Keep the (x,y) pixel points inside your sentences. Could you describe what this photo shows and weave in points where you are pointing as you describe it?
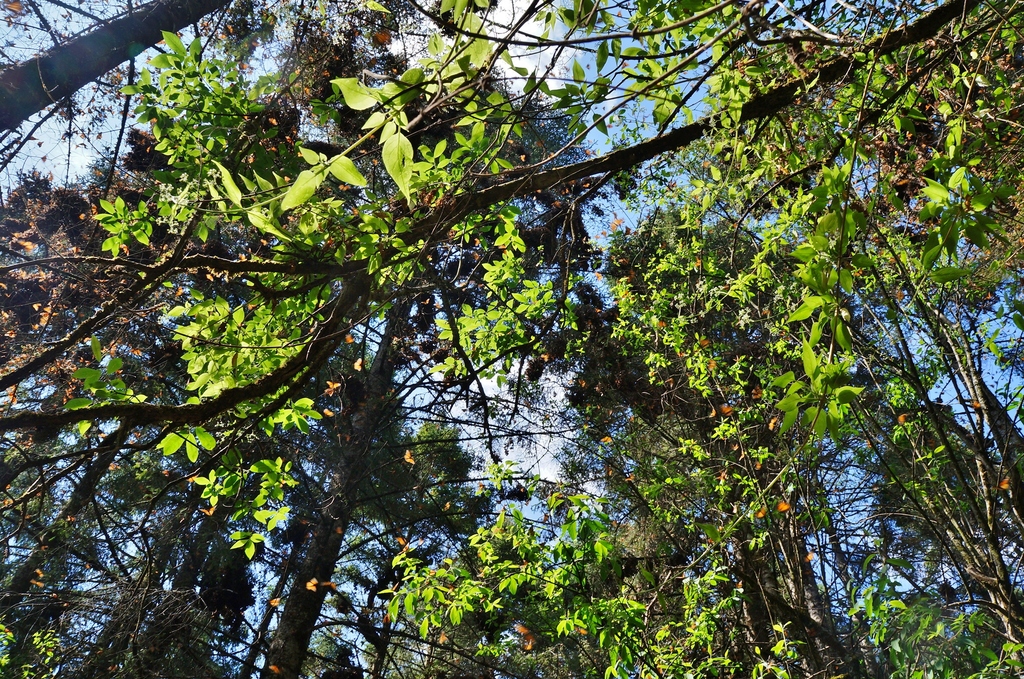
In this image there are trees (572,517) having leaves (569,531). Background (539,443) there is sky (470,444).
